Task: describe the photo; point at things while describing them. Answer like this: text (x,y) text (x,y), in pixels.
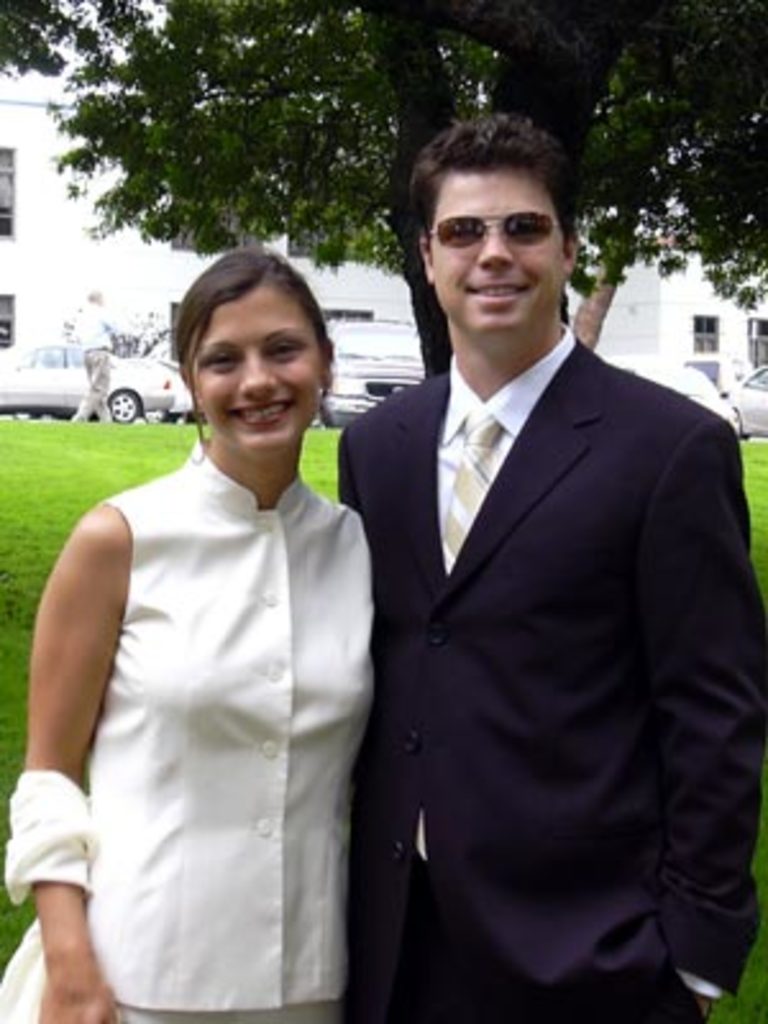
In this picture in the front (370,581) there are persons (448,634) standing and smiling. In the center (308,464) there is grass (62,462) on the ground (44,445) and there are trees (403,173). In the background (75,250) there are vehicles (331,326) and there are buildings (82,256) and there is a man (107,322) walking.
